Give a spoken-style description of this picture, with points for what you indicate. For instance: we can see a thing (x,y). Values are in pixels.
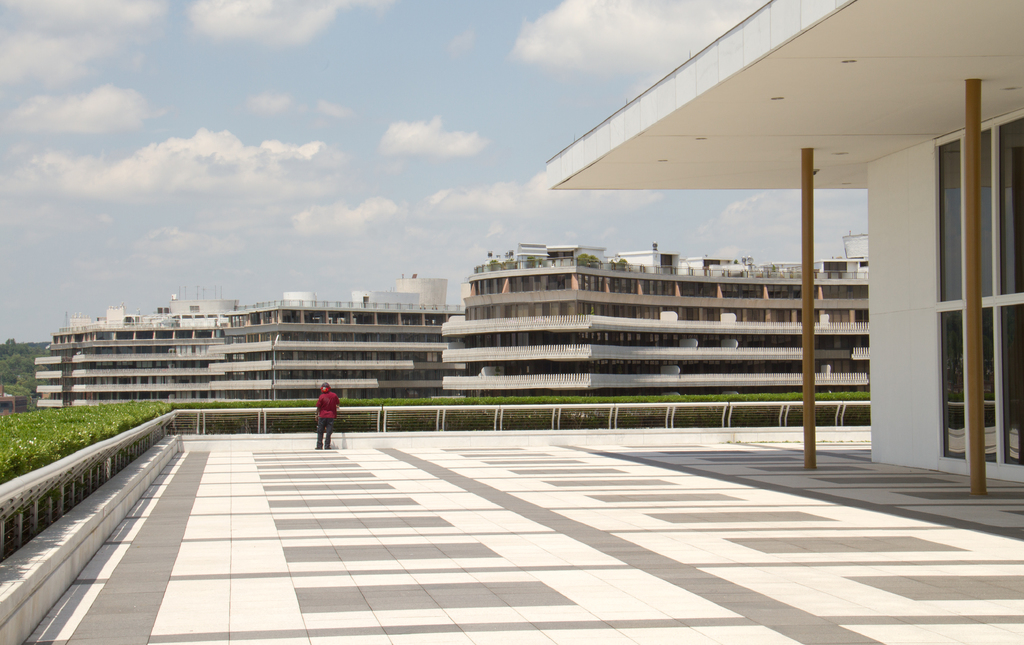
Here in this picture we can see a person (321,401) standing over a place and in front of him we can see railing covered all over there and we can see plants (90,408) present and in front of him we can see number of buildings (537,271) present over there and in the far we can see trees (21,359) present and we can see clouds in the sky (335,102) and on the right side (971,246) we can also see a house (968,252) present over there.
